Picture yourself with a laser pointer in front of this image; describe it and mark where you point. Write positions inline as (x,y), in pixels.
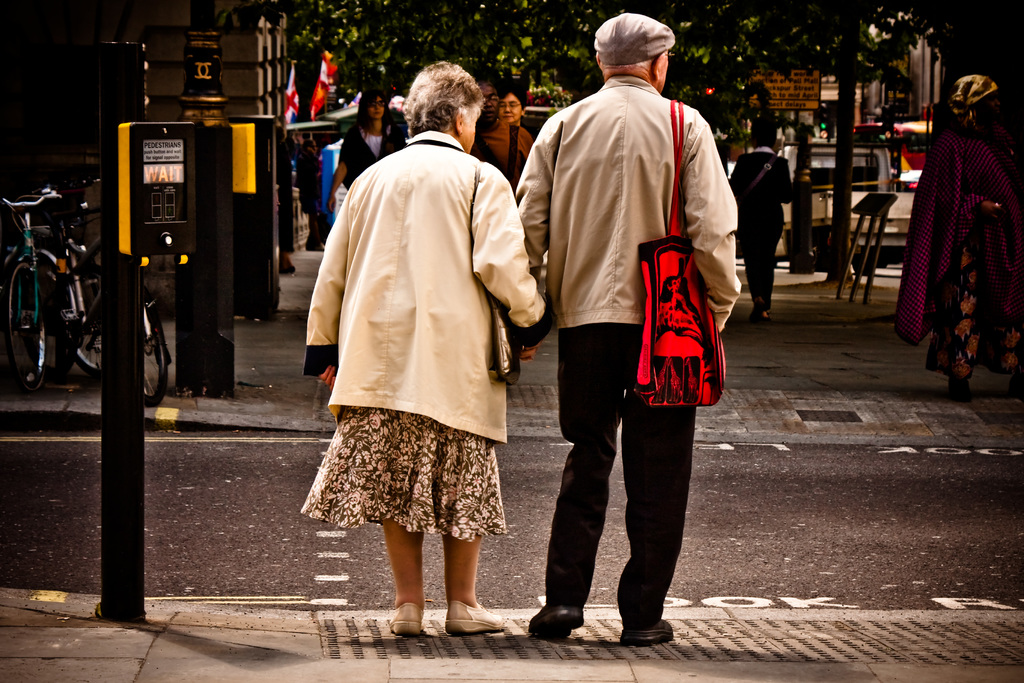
This is the picture of a road (487,584). In this image there are two persons (563,625) standing on the footpath (528,629). At the back (305,172) there are group of people (307,159) walking and there are buildings (919,63) and trees (901,34) and there is a vehicle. On the left side of the image (135,548) there are poles (102,546) on the footpath (44,638) and there are bicycles (18,258) on the footpath (175,339) and there are flags (335,64). At the bottom (429,537) there is a road (370,531).
